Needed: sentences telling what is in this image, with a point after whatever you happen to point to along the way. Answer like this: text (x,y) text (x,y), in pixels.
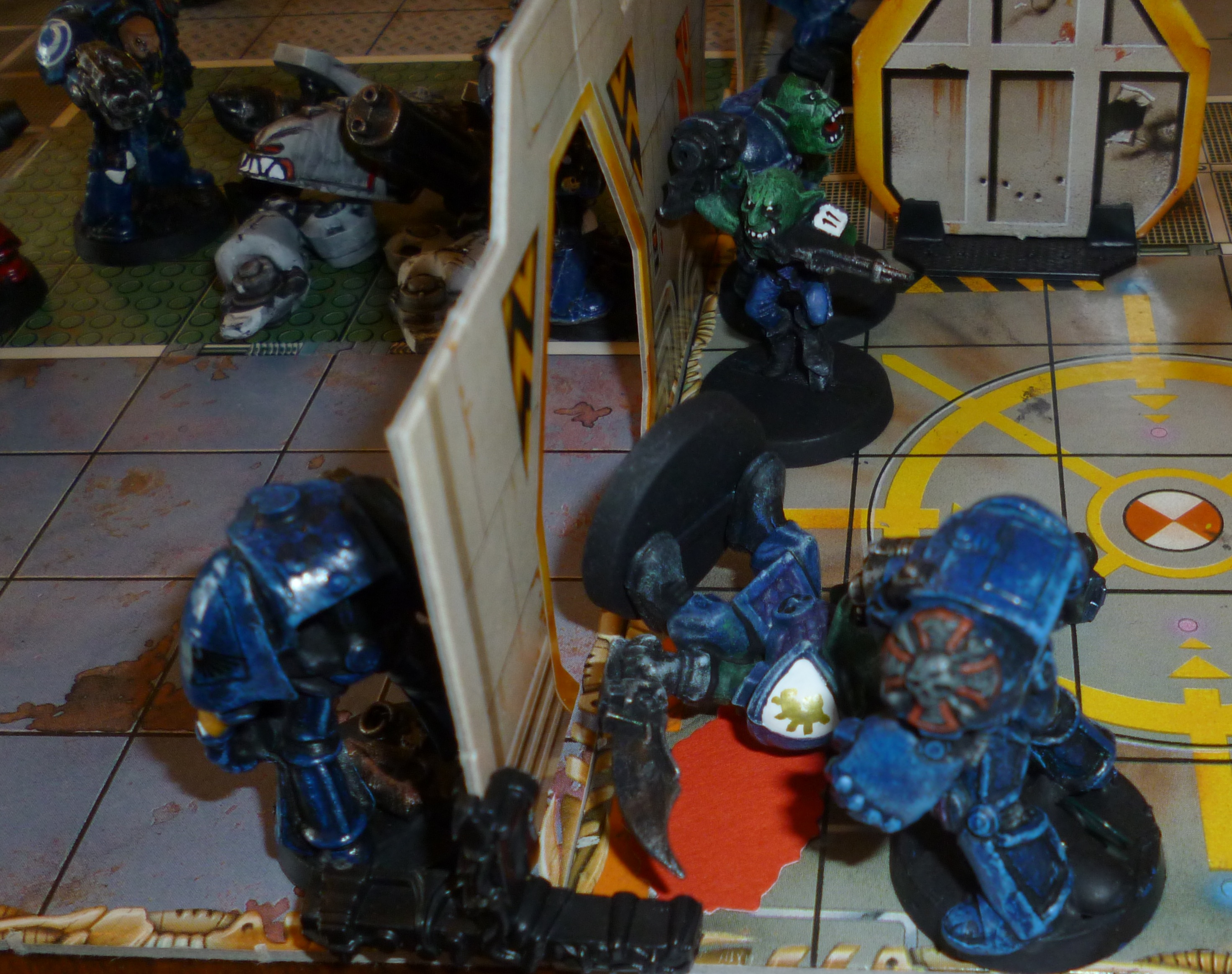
In the image there are many objects (297,153) of different shapes, it seems like they are some toys (803,285).
